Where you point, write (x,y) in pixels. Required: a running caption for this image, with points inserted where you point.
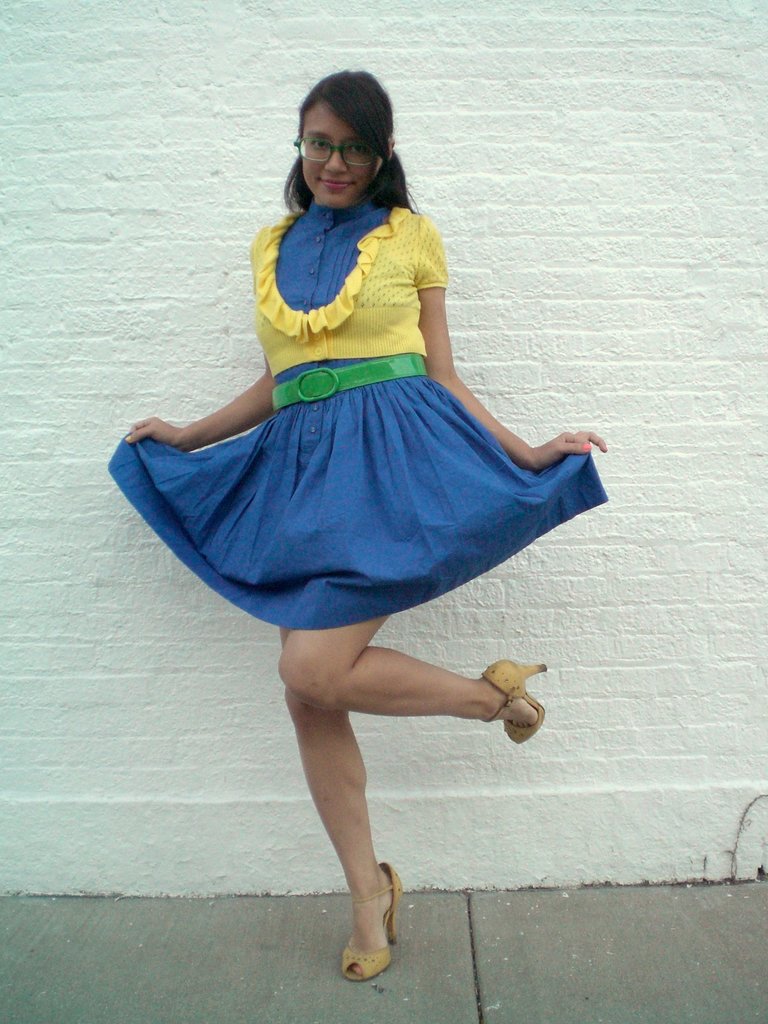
In this image there is a person (374,396) with yellow and blue color dress (390,403) standing, and at the background (73,462) there is wall (73,462).
